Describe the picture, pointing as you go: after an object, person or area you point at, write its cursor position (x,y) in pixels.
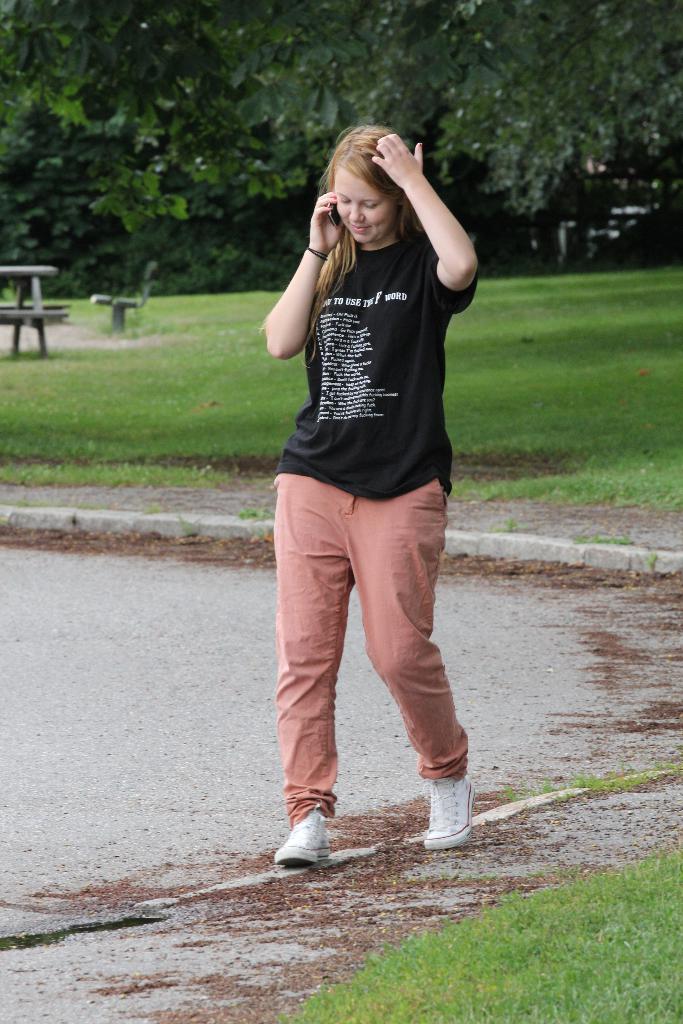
In this image we can see a woman (403,395) standing on the ground (478,895) holding a mobile (336,219) in her hand (325,250). In the background (77,195) we can see group of trees (270,79).
